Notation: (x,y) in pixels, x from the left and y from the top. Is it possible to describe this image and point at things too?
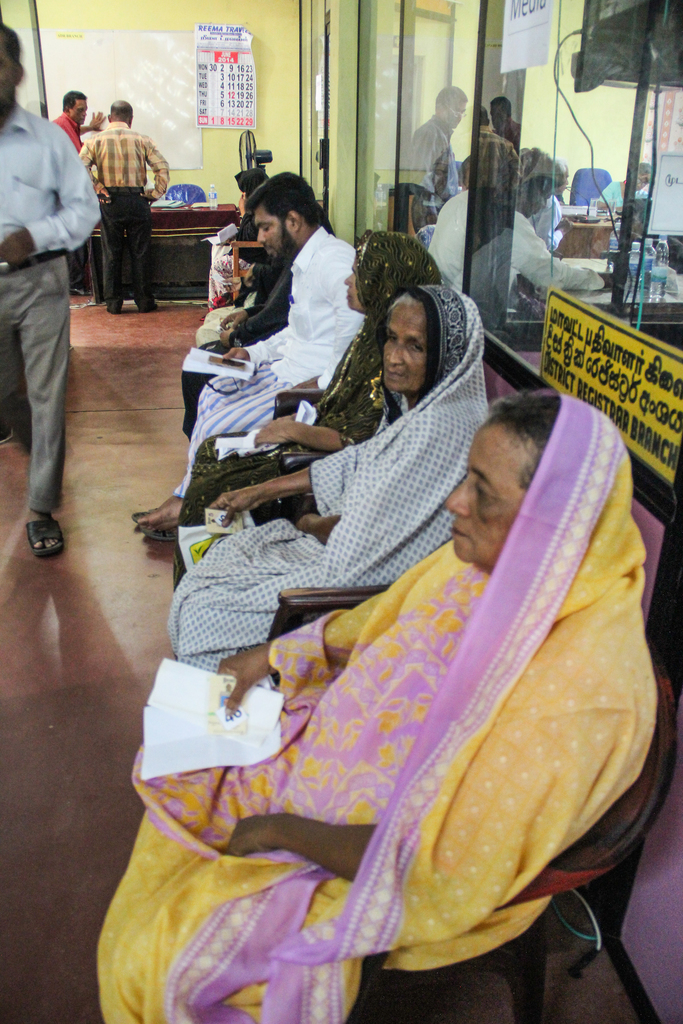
In this image we can see a group of people (409,420) sitting on chairs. One person (278,362) is holding a paper (250,371) in his hand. To the left side of the image (121,183) we can see some persons (129,194) standing. On the right side of the image (527,160) we can see some persons (531,280), bottle (648,265) placed on the table (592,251), a board (561,341) with some text (642,431) on it. In the background (280,170), we can see a chair (198,194), board (181,114) and a calendar (208,62) on the wall (222,129).
